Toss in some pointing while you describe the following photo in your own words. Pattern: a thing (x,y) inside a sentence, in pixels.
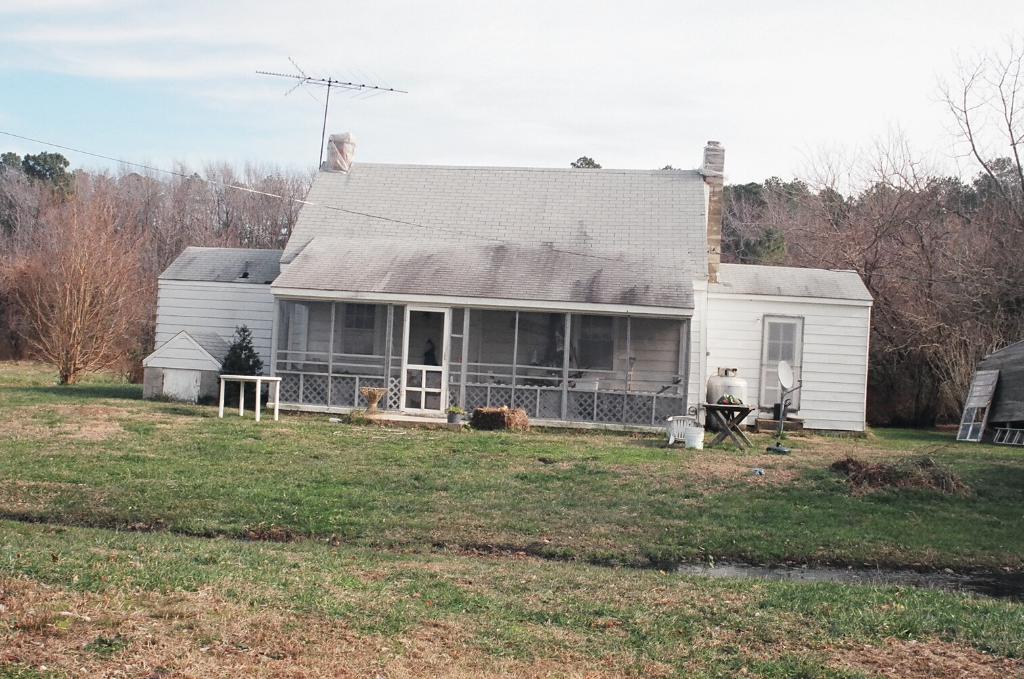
In this picture there is a woman (435,358) who is standing inside the house (416,344). In front of the door (434,371) I can see the fencing (470,389) and table (267,395). On the right (970,393) I can see the board (976,404) which is placed near to the shed (1013,409). In front of the window (770,401) I can see the tables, antenna (781,409), pots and other objects (729,399). At the bottom (280,565) I can see the grass (309,601). On the roof (336,175) of the building (328,195) I can see the antenna (385,89). In the background (1000,270) I can see many trees (961,280).
